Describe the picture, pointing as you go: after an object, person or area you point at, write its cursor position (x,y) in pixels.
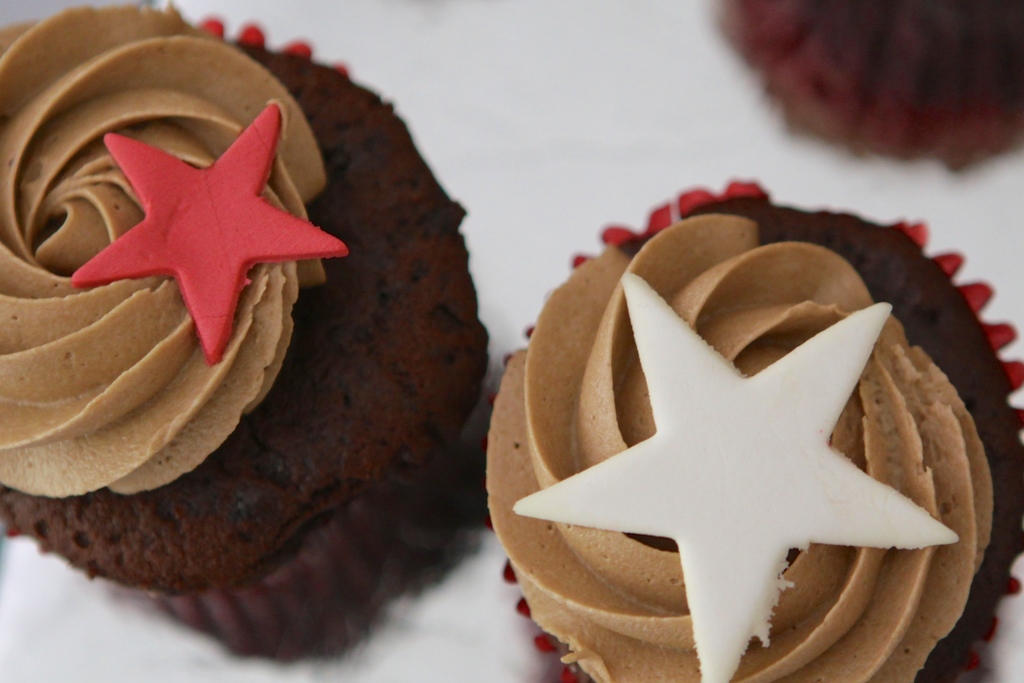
There are cupcakes (369,287) on the white surface (524,112). On the cupcake (148,389) there is cream (539,530) and a star (228,295).
